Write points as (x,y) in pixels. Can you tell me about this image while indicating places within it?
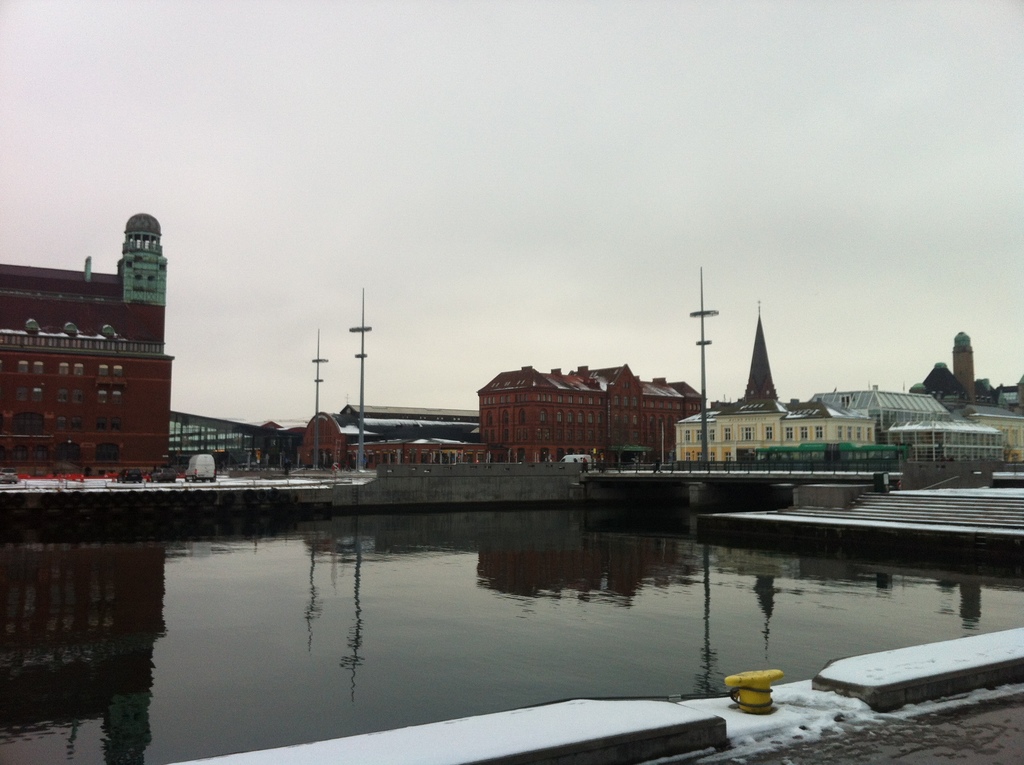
In the down side it is water (616,639). In the long back side there are buildings (30,450) at the top (520,91) it's a sky (520,91).
